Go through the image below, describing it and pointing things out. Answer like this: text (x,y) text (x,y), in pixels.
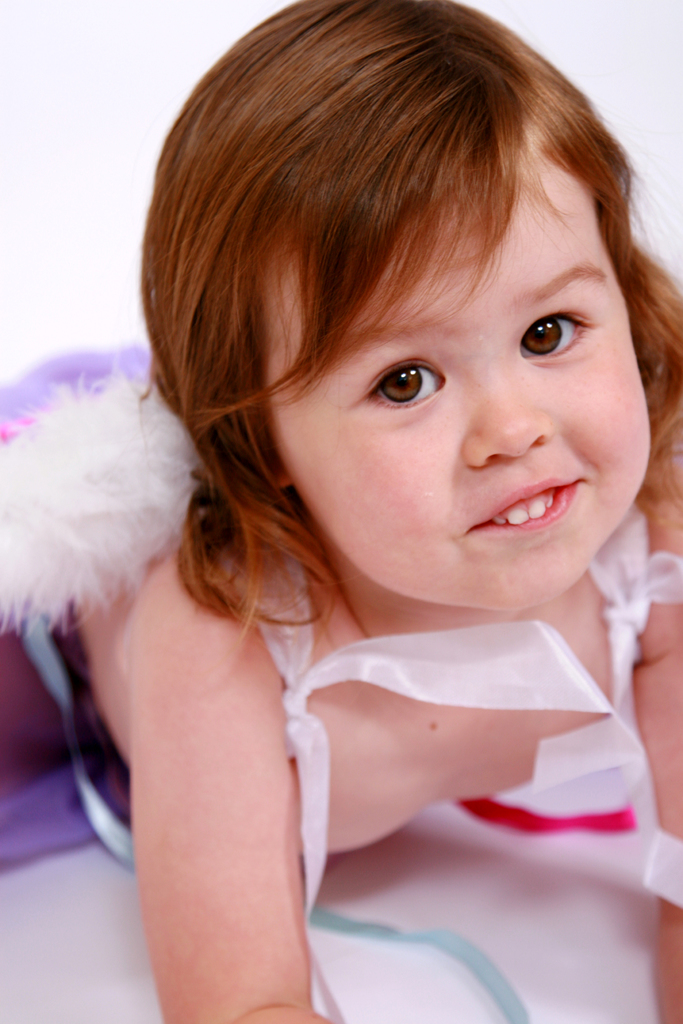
In this image, we can see a kid (339,348) lying on the surface (469,851).
